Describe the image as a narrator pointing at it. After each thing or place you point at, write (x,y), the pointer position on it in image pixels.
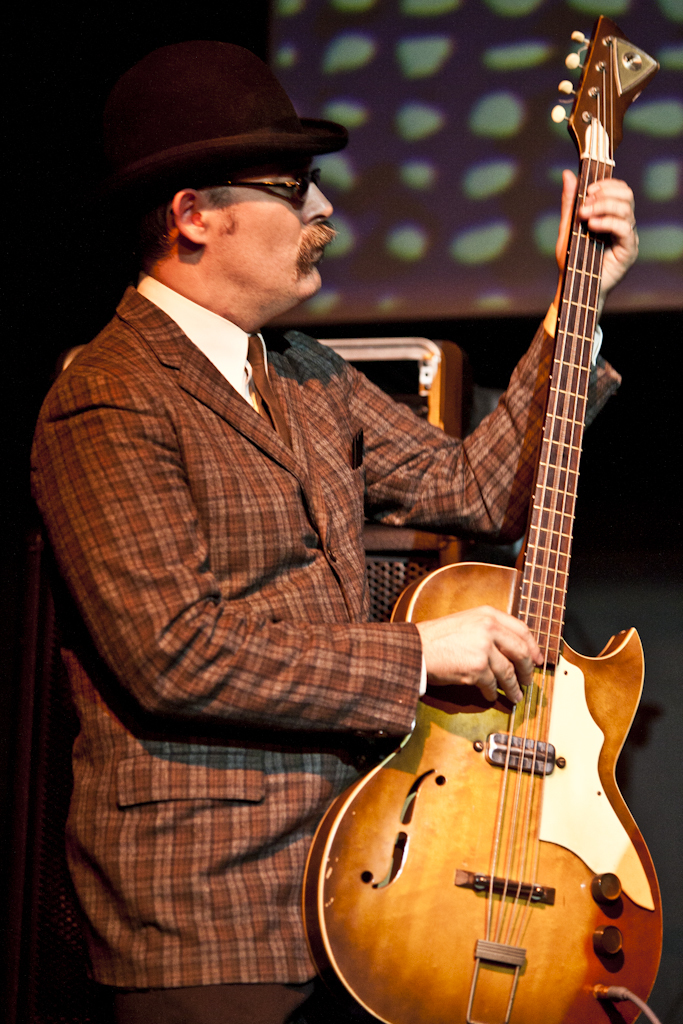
In this image there is a man (333,472) standing while holding a guitar (564,115) in his hands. He is wearing a hat (180,157) and he is wearing a coat (242,572) which is in brown color.
